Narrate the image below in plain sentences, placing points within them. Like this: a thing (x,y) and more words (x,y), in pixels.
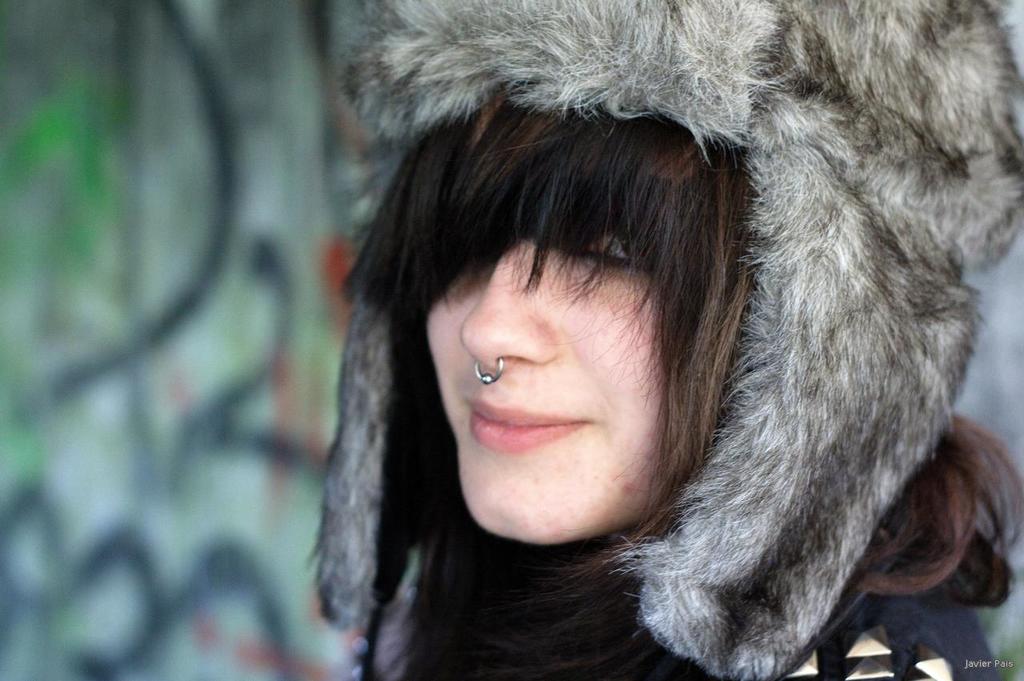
In this image, I can see the woman (603,515) smiling. I think she wore a fancy dress (955,652). This looks like a nose ring (483,370). The background (203,526) looks blurry. At the bottom right corner of the image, I can see the watermark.
